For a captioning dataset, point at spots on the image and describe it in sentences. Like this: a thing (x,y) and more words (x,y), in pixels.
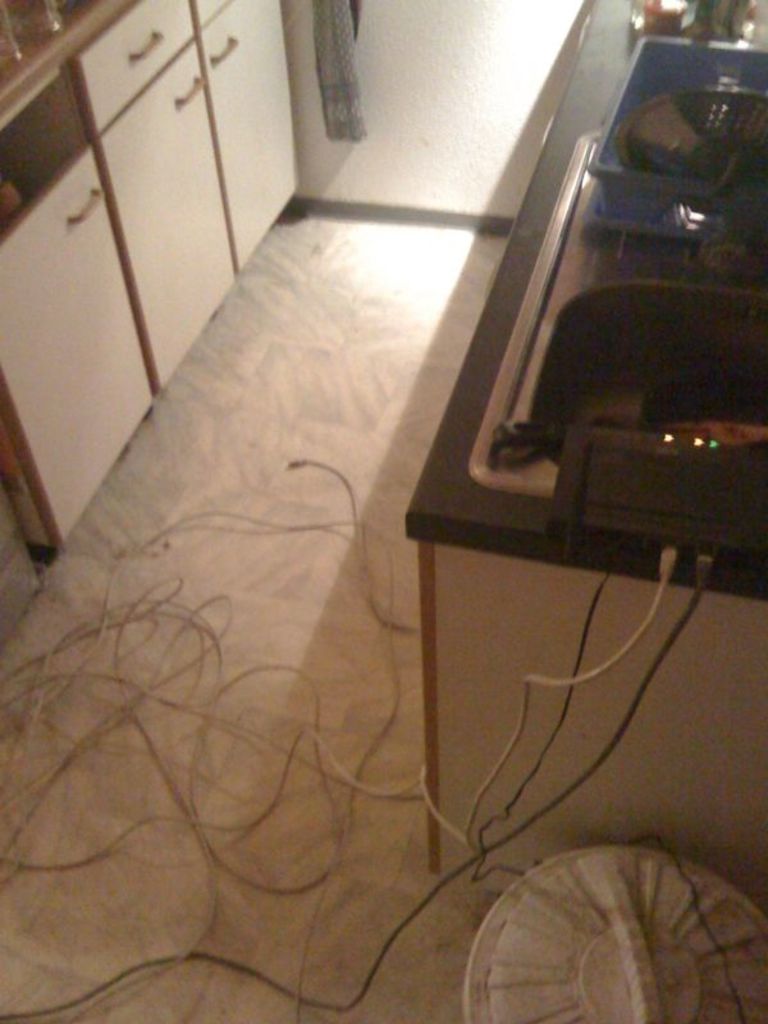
This is an inside view. At the bottom (242,739) there are few wires (142,967) on the floor (355,473). On the right side (541,231) there is a table (475,404) on which a basket (672,225), a device (644,482) and some other objects (759,13) are placed. Beside the table (540,708) there is a bin (529,912). In the top left (123,201) I can see the table cabinets (195,194). In the background (431,156) there is a wall (438,109).
